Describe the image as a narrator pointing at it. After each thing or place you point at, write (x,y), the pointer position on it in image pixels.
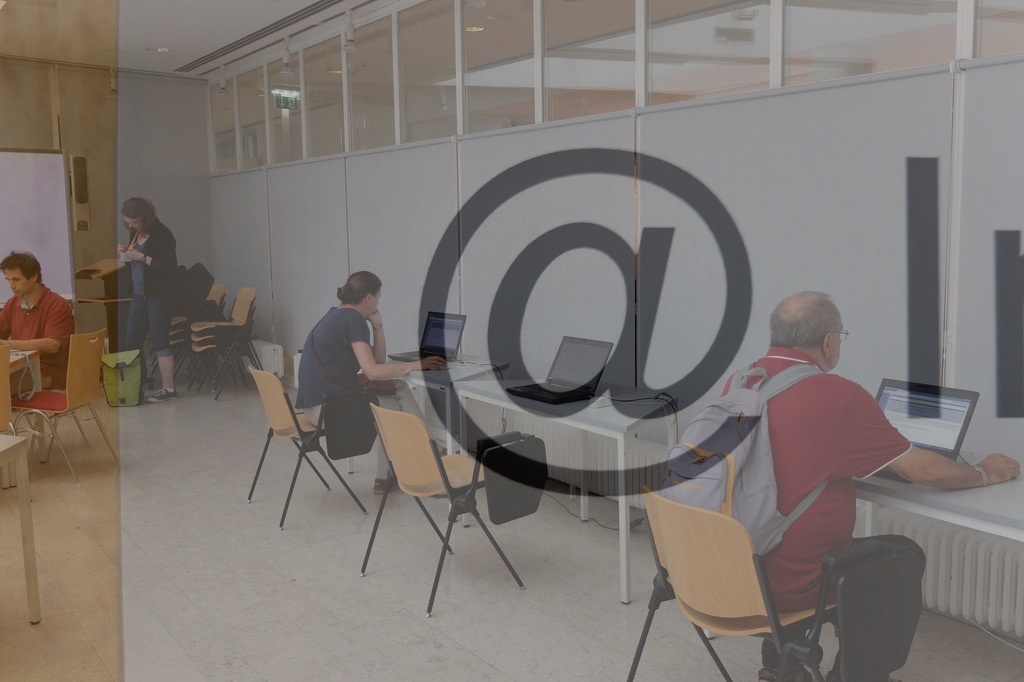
In this image I can see glass walls (112,477) through which I can see few people (52,378) sitting on the chairs (778,623) and operating laptops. A person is standing at the back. There is a white board (45,258) and chairs (68,392) at the back (200,366).
